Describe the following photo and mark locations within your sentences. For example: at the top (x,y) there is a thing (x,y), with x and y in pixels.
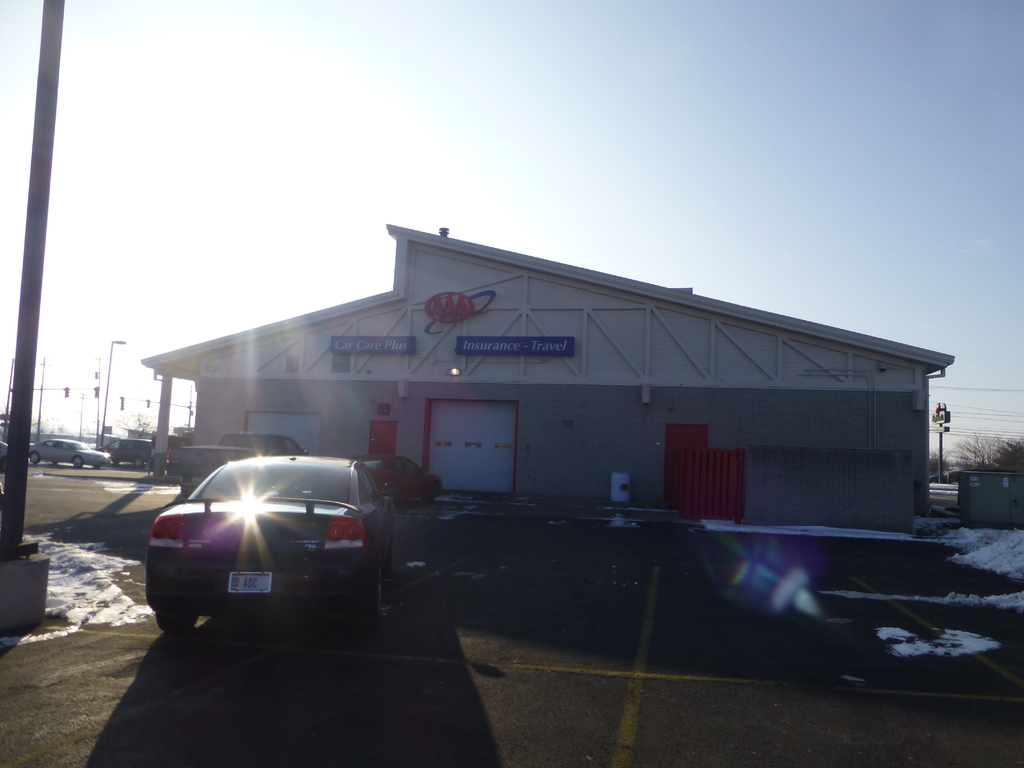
In this image we can see the building (594,370) with board (457,350) and text (478,346). And there are vehicles (332,501) and snow (118,492) on the ground (122,545). We can see there are poles (34,182), trees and the sky (614,80).
